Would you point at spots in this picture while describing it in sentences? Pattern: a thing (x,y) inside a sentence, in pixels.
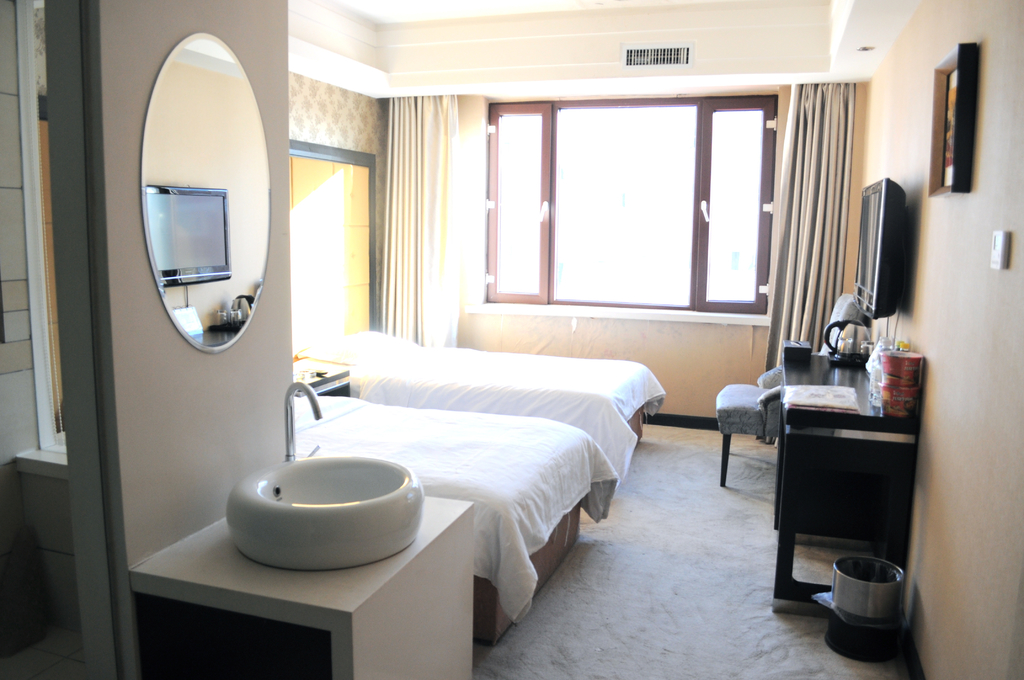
It is a bedroom (497,413) there are two beds (577,407), a television (861,307), a table (843,424) and beside the table (803,412) there is a chair (750,390). In the front (234,533) there is a wash basin (279,493) and there is a mirror (225,333) in front of the wash basin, in the background (515,148) there is a window (675,159) and there are two curtains (429,182) in front of the window (766,280).
